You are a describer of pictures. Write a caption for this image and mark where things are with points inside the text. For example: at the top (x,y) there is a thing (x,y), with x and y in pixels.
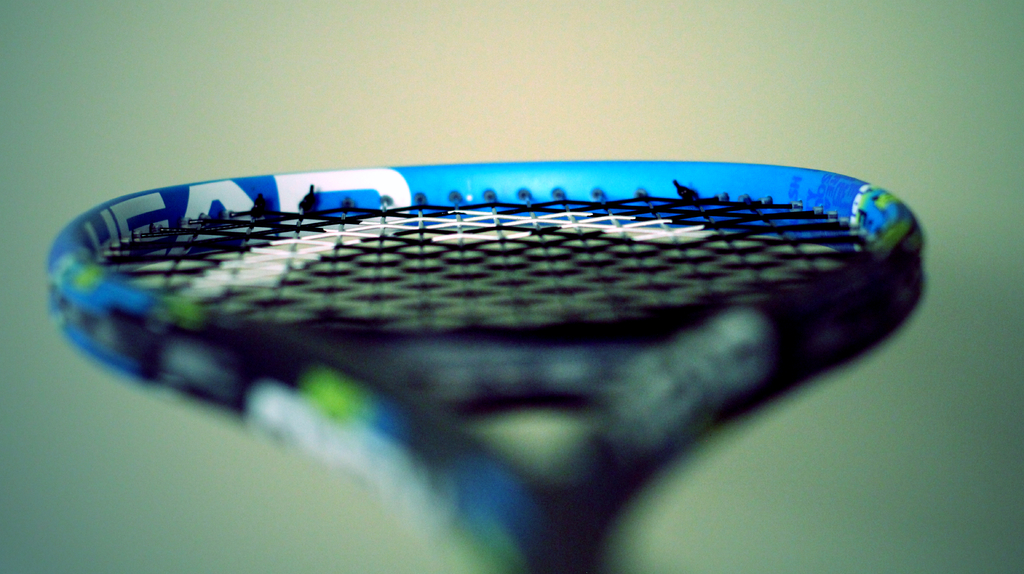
In this image we can see a tennis racket (582,460). In the background (720,109) it is blur.
